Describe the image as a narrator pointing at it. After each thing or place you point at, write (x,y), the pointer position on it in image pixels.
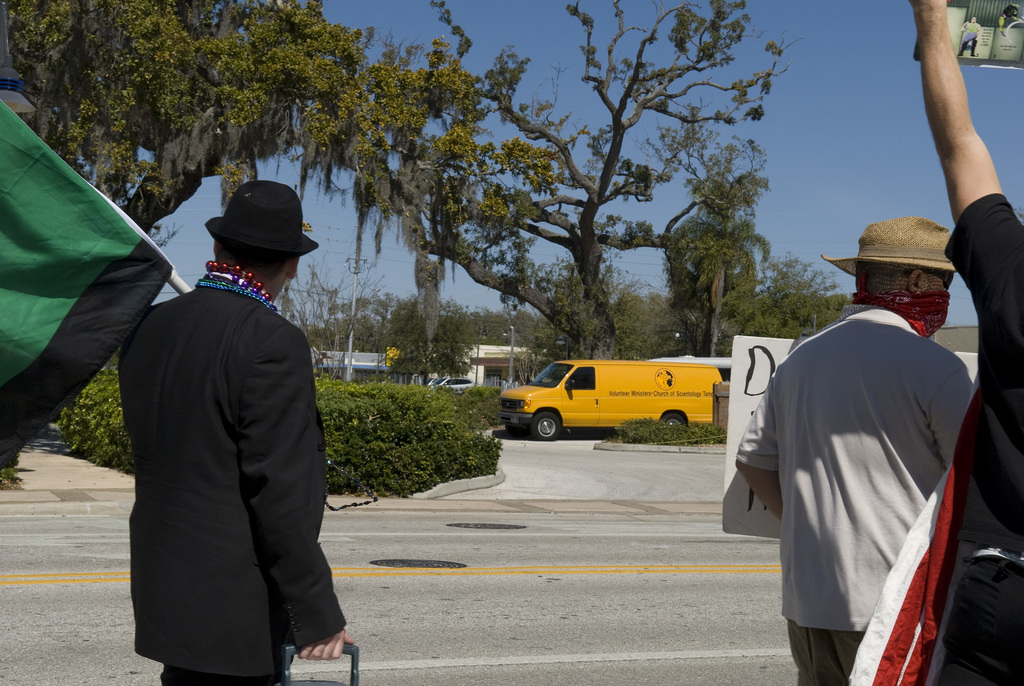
In this image in the foreground (219,510) there are three persons (901,495) who are standing, and one person (181,417) is holding a flag (107,296) and one person (805,418) is holding a board (987,19). And in the background (599,399) there is one truck (570,392), trees (438,352) and some houses (366,355) and poles (354,309) and wires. At the bottom (470,583) there is a road (604,589).
